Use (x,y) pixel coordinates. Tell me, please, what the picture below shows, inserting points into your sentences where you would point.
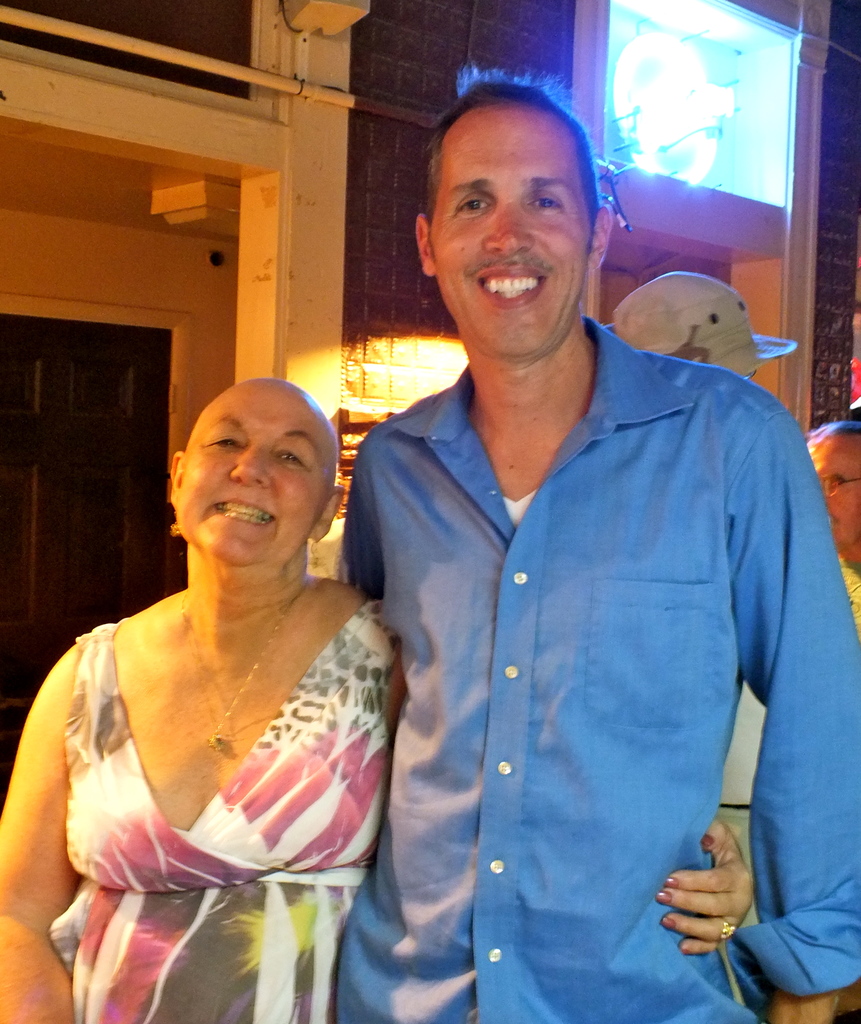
In this picture I can see two persons (329,482) standing and smiling, there are few people (656,313) standing, and in the background (661,133) there is a door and there are some objects (739,15).
